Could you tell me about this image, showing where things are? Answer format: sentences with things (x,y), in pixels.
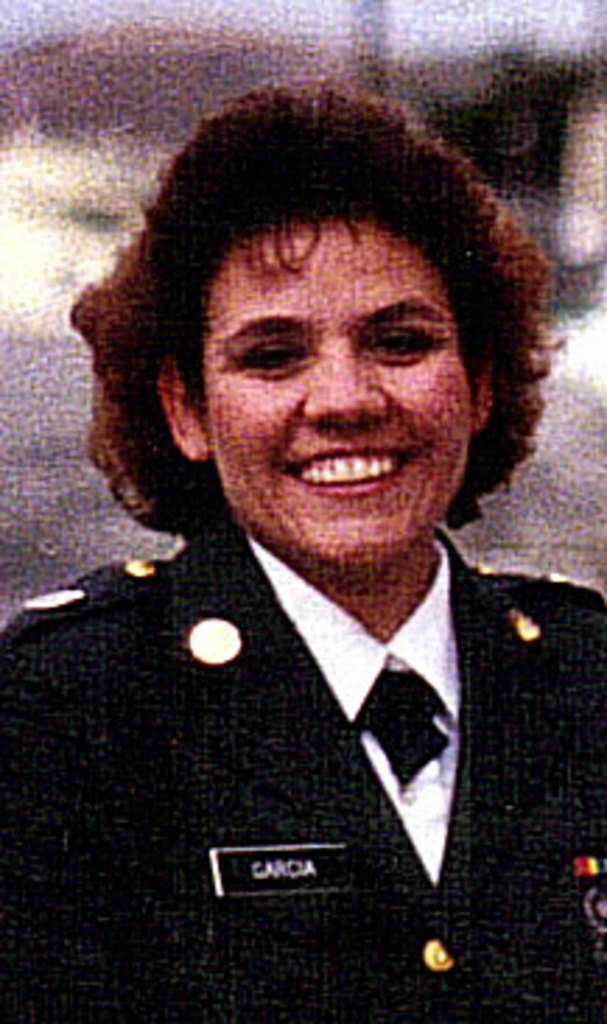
In this image as we can see there is one women (275,770) standing and wearing a black color dress (260,762) in middle of this image (284,680).
